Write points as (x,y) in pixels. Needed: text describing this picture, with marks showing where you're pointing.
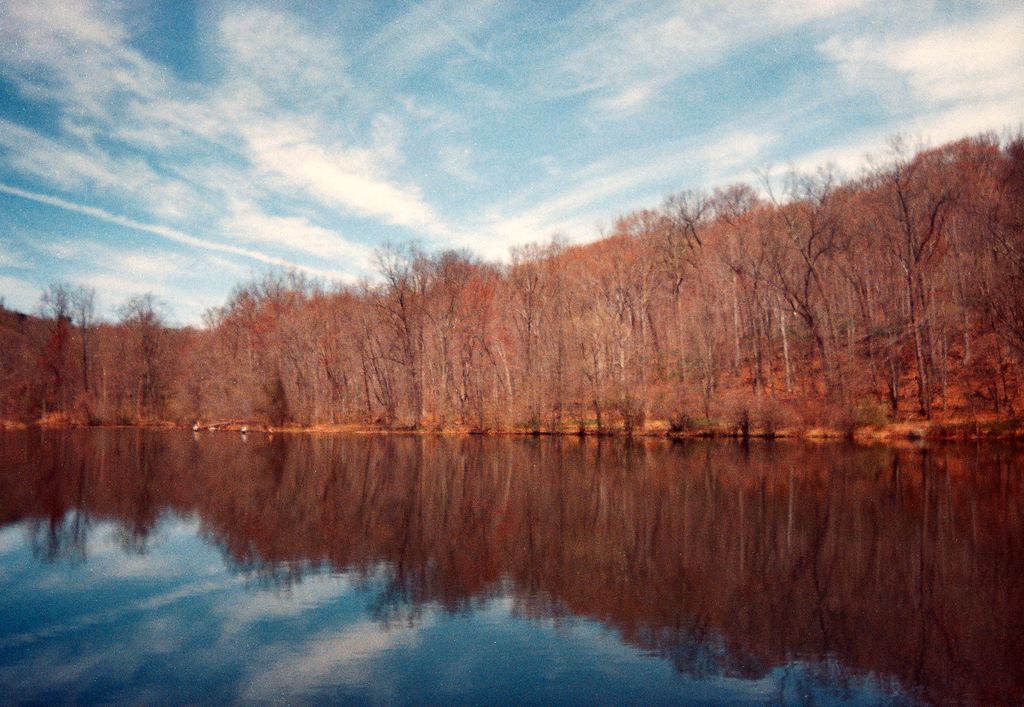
In this picture I can see water (134,493), there are trees (560,282), and in the background (496,158) there is the sky (615,50).
